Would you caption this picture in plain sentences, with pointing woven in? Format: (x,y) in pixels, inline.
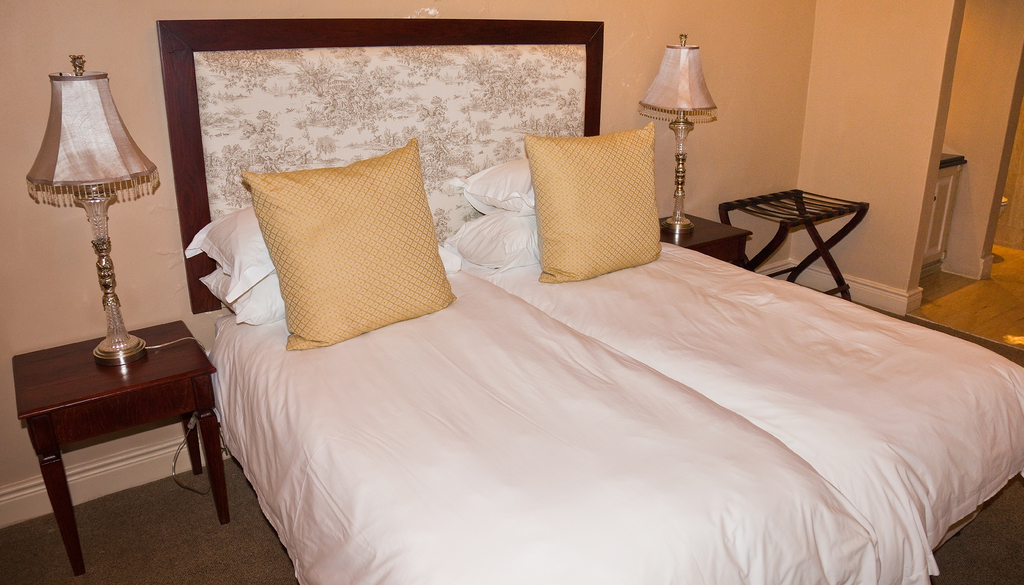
This is a bed (469,170) covered with white blanket (702,396). These are the pillows (248,236) and cushions (423,227). This is a table (185,345) with a lamp (131,348).
